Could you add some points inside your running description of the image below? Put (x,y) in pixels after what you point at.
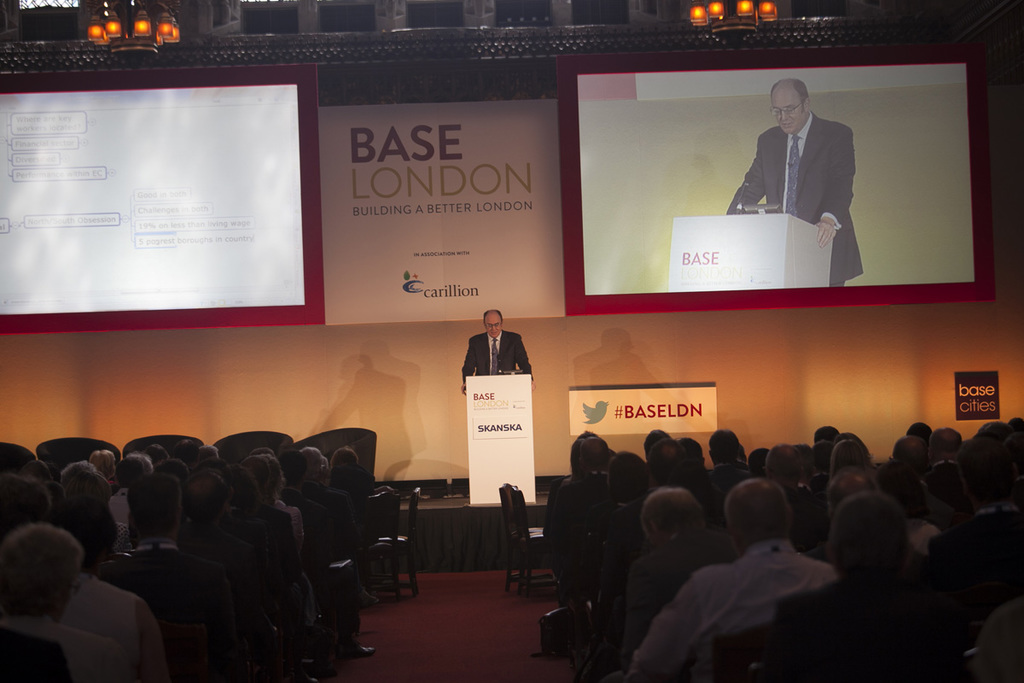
In this image I can see a person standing in front of the podium (496,416) on the stage (428,498), at the bottom (365,502) I can see there group of persons (157,459) sitting on chairs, at the top (747,178) I can see screens (830,178) and on screens (809,189) I can see image of person (828,174) and text (159,212) and at the top of screens (126,185) I can see lights (175,31).
